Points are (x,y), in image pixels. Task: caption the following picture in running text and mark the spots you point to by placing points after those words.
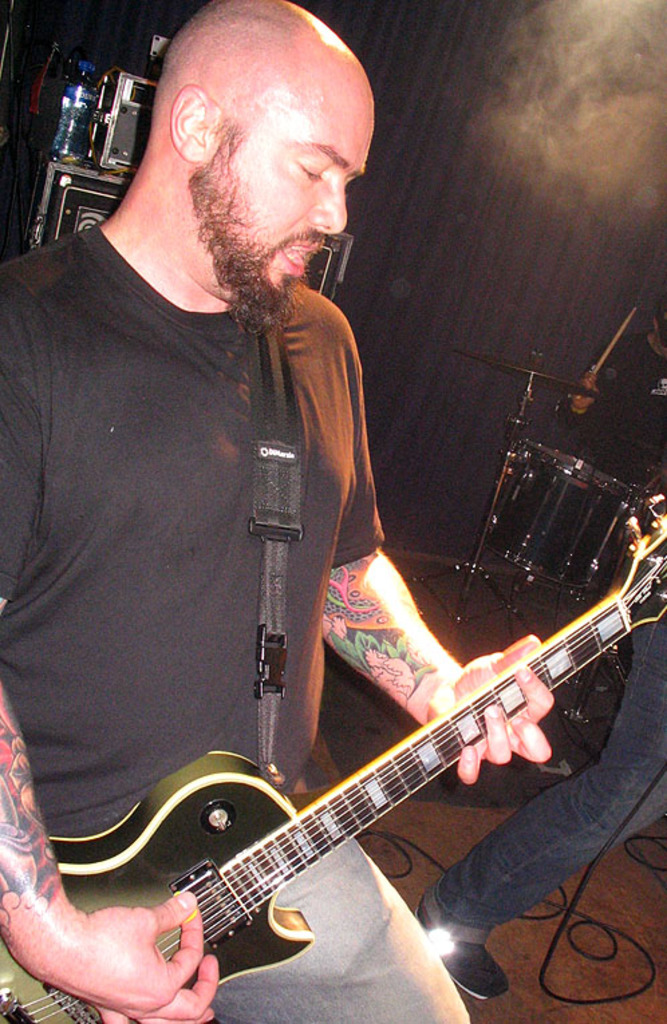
As we can see in the image, there is a man (242,493) wearing black color t shirt (158,563), holding guitar (405,767) in his hand (159,1016) and singing. On the right side (560,544) there are some drums (585,485).
